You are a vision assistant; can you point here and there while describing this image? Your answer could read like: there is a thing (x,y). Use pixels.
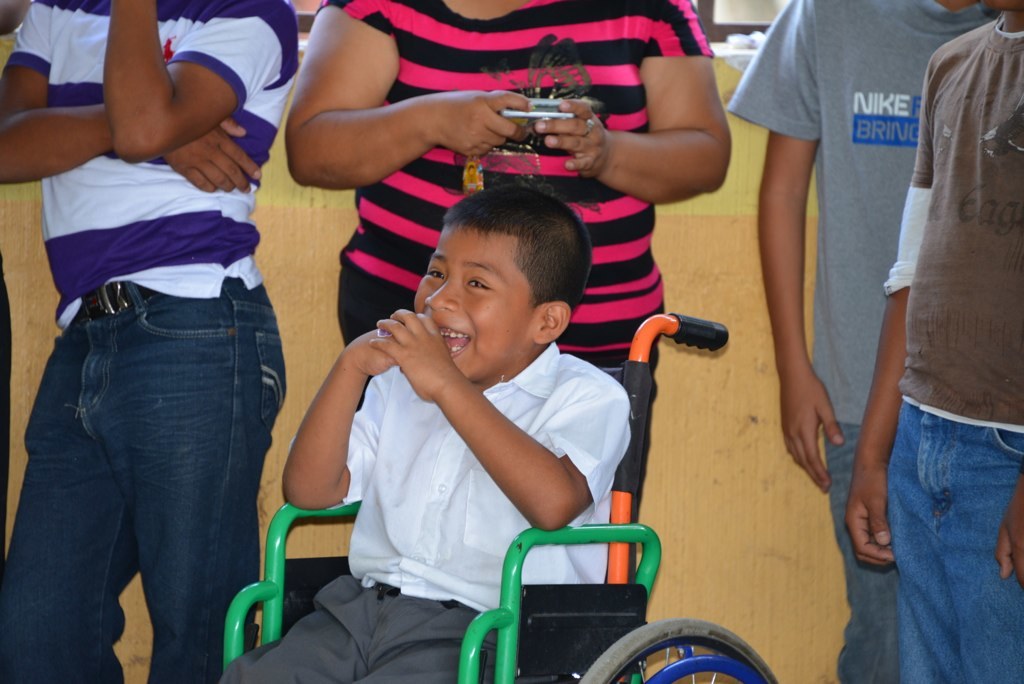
In this image we can see a boy (471,413) is sitting in the wheelchair (606,645). He is wearing a white shirt (432,574) and gray pant (378,636). In the background (255,411), we can see people (957,435) are standing and there is a wall (748,325).
